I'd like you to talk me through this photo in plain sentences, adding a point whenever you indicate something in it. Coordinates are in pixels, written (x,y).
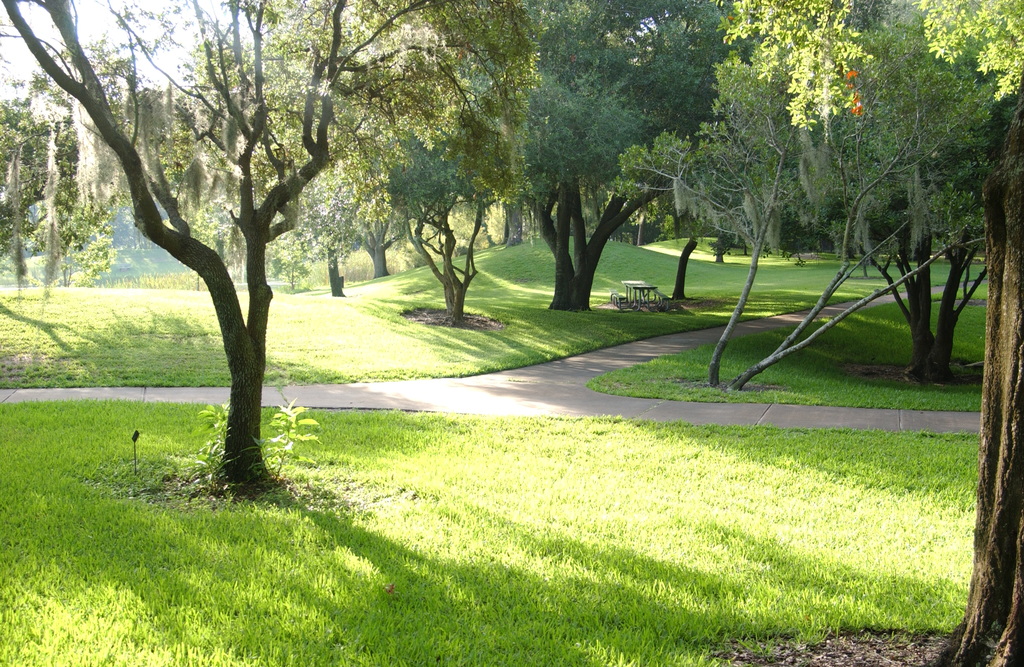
In this image, there are trees (405,134) and we can see a table (628,294) on the ground (404,463).
